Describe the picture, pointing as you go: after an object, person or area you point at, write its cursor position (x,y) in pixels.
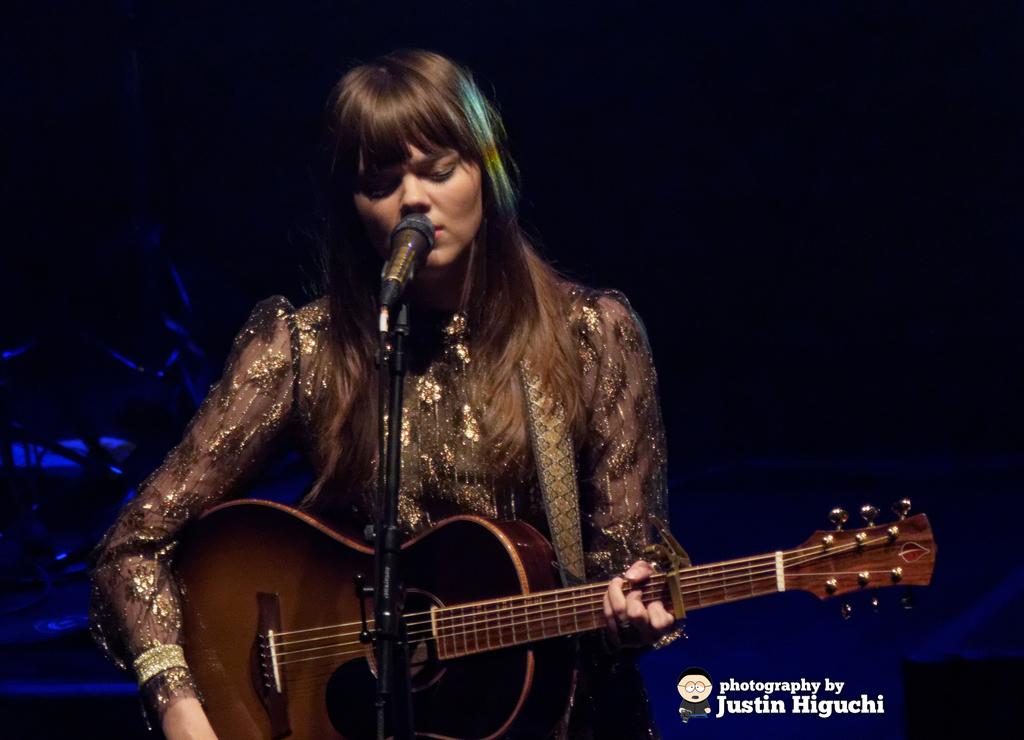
In this image I can see a woman (450,502) is playing a guitar (562,627) in front of a microphone (400,269).
